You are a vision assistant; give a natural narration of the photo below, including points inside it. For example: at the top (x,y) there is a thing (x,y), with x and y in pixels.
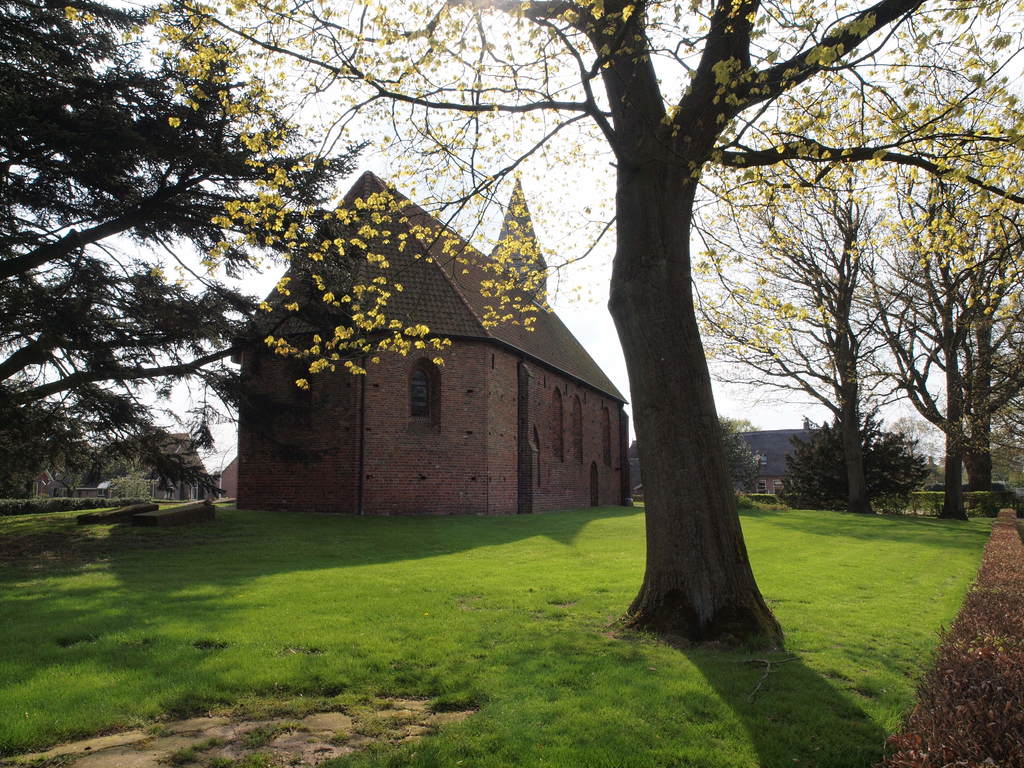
In this image I can see few trees (53,2) in green color. In the background (507,405) I can see few buildings (396,295) and the sky (548,116) is in white color.
